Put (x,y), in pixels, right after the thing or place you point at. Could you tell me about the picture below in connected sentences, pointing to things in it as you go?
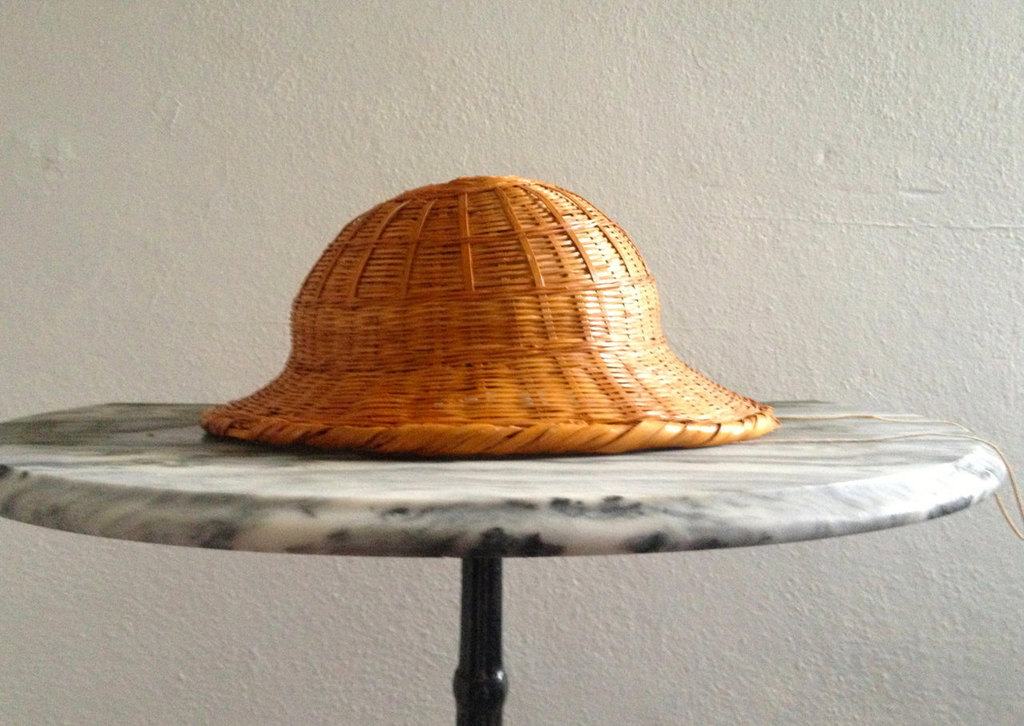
In this picture there is a hat (404,411) on the table (653,471). At the back (122,233) there is a wall (122,233).
